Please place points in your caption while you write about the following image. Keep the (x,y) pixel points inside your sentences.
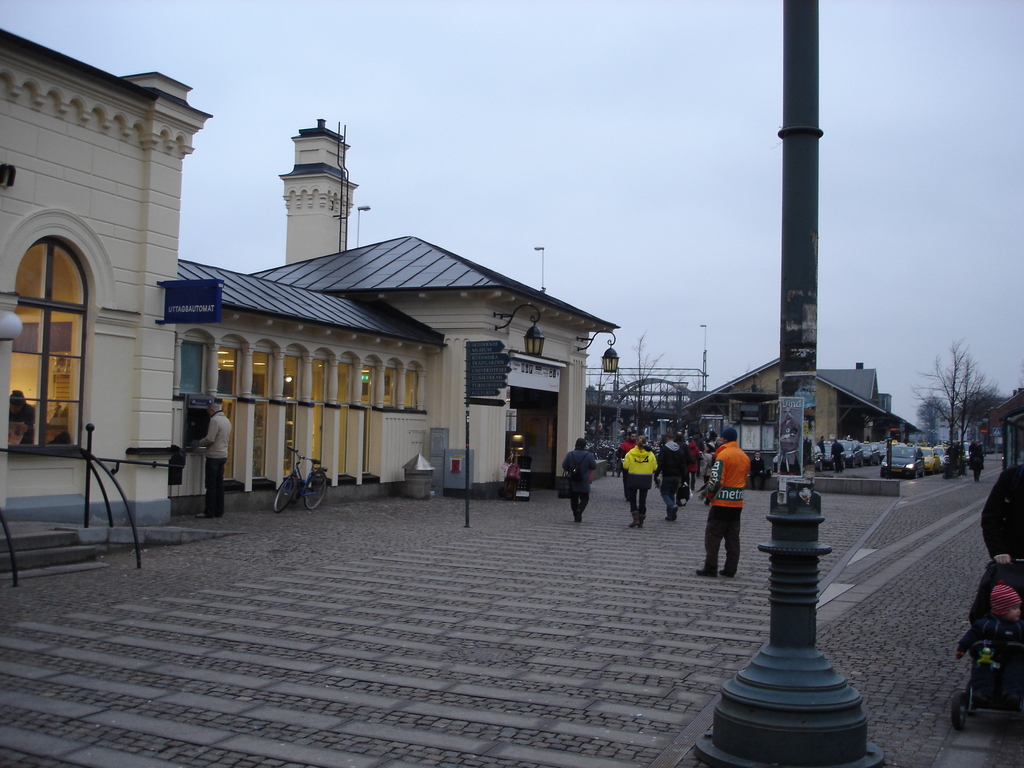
In this picture we can see people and vehicles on the road (578,624), here we can see a bicycle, buildings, trees (985,405), lights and few objects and in the background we can see the sky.
